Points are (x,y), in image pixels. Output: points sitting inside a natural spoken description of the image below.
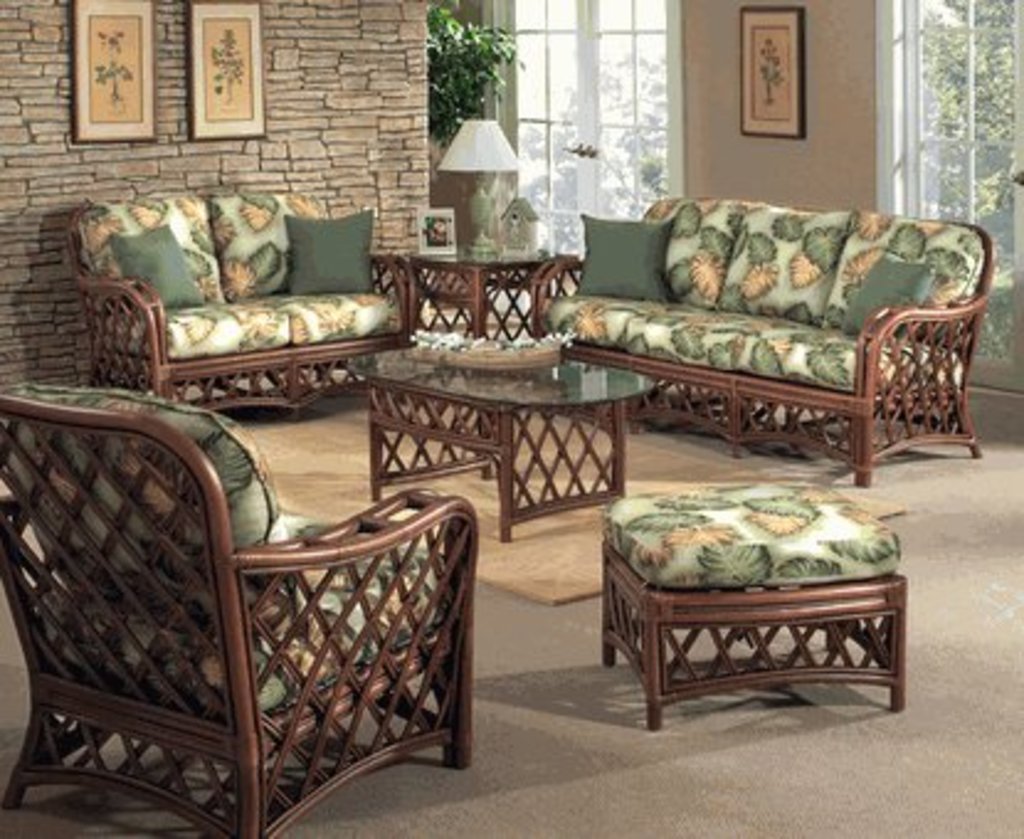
As we can see in the image there is a brick wall (362,105), windows (542,134), photo frame (126,58), lamp (472,201) and sofas (390,332).
